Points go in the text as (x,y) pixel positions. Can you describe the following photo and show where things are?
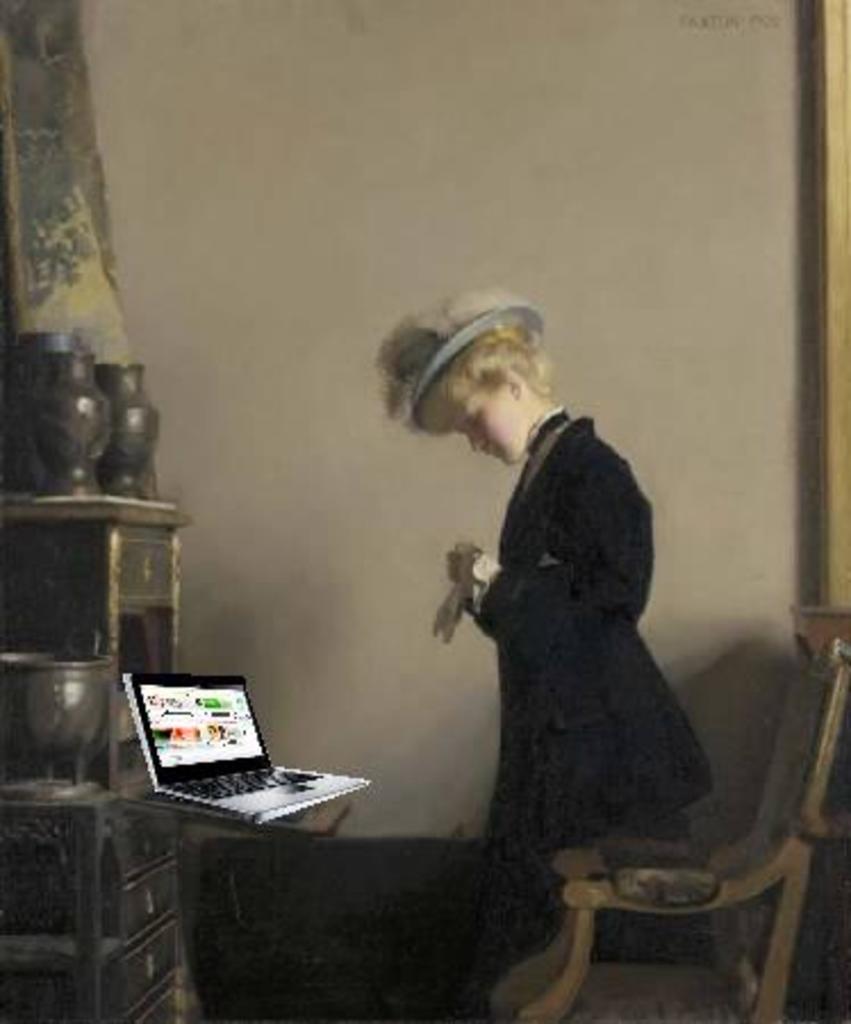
In this image, we can see human (583,576) in suit (618,626). There is a hat (479,321) on her head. On right side (723,908), there is a chair (579,968). Left side (239,774), cupboards (108,844), few items (72,691) are placed on it and laptop (239,785). The backside, there is a wall (315,609).
